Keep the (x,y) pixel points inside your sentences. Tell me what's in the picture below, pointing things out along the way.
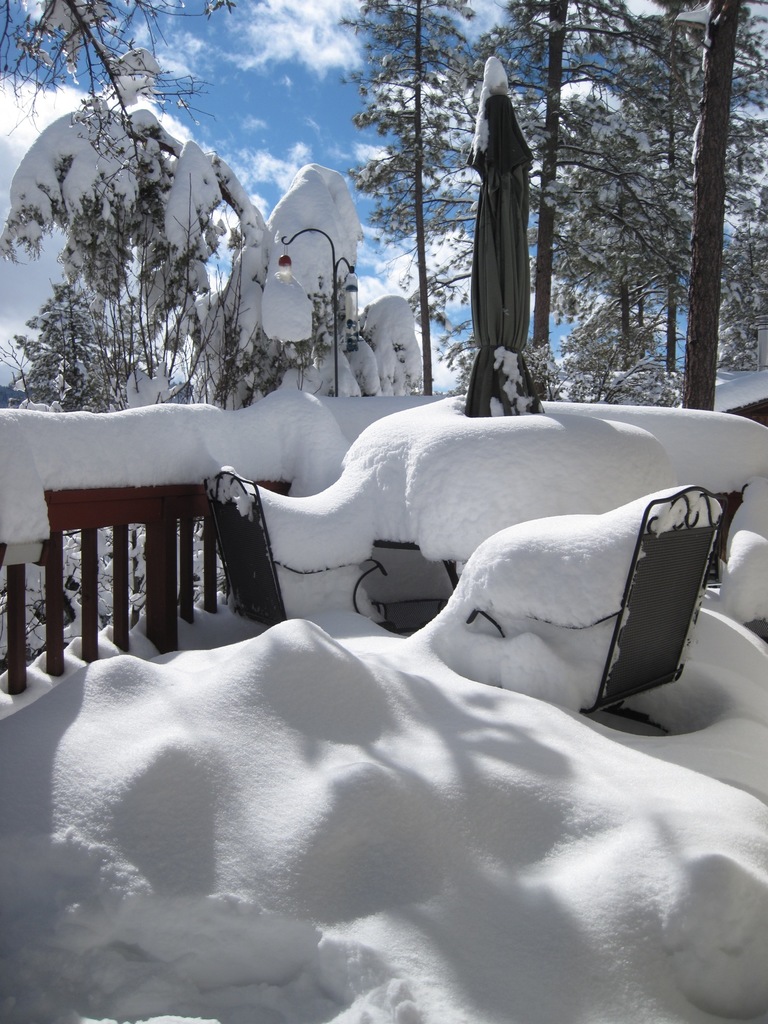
In this image we can see some trees (404,172), snow (298,655), fence (58,518) and some other objects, in the background (308,115), we can see the sky (307,86) with clouds (326,41).
